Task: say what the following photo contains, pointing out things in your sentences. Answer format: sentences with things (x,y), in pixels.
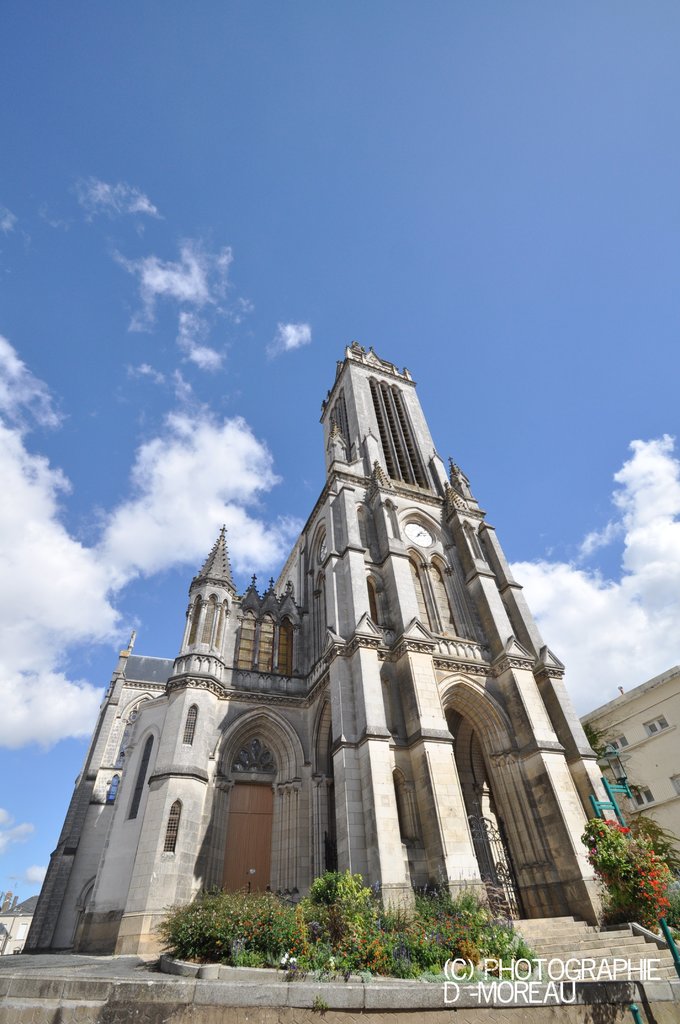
In the image we can see in front (371,779) there is a clock tower building (344,735) and there are small plants (347,937) in between, behind there is another building (641,770) and there are stairs (601,937). There is cloudy sky (298,296) on the top (295,232).
